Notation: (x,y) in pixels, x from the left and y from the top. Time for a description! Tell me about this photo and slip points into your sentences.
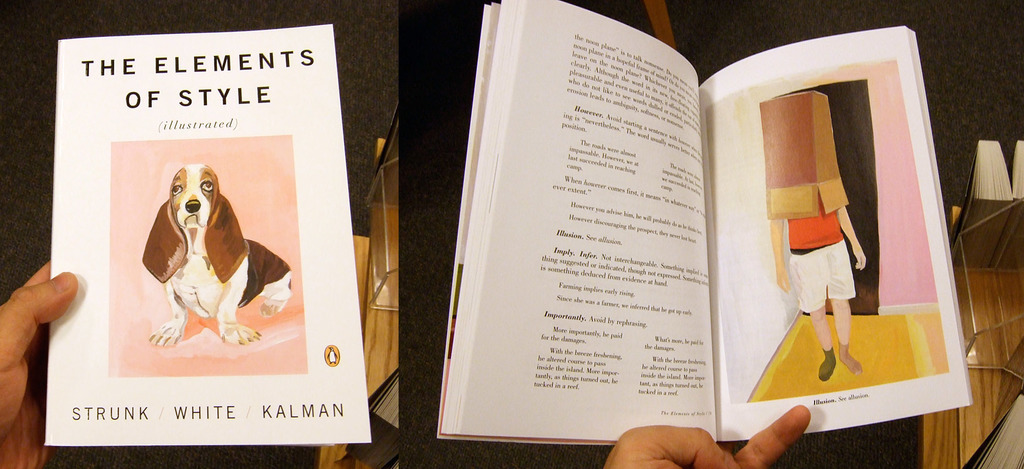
In this image we can collage of two pictures where we can see the person's hands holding the books (249,319), we can see cover page (178,186) of a book (333,127) and an open book (522,272) with some image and text (551,261).
